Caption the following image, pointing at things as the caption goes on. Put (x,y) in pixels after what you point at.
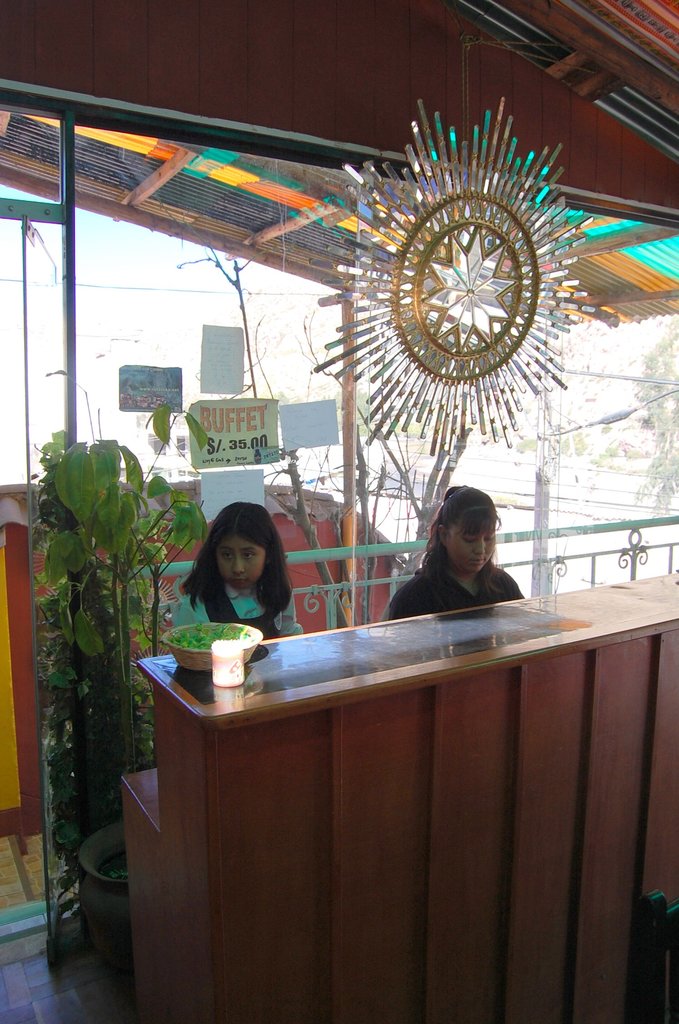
In this image we can see two people (213,598) sitting beside a table (296,673) containing a basket (245,655) on it. On the backside (290,228) we can see a decor (369,434), a wooden roof (295,251), plants (125,709), some stickers (158,382) pasted on a glass window (163,303) and the sky (175,322).
